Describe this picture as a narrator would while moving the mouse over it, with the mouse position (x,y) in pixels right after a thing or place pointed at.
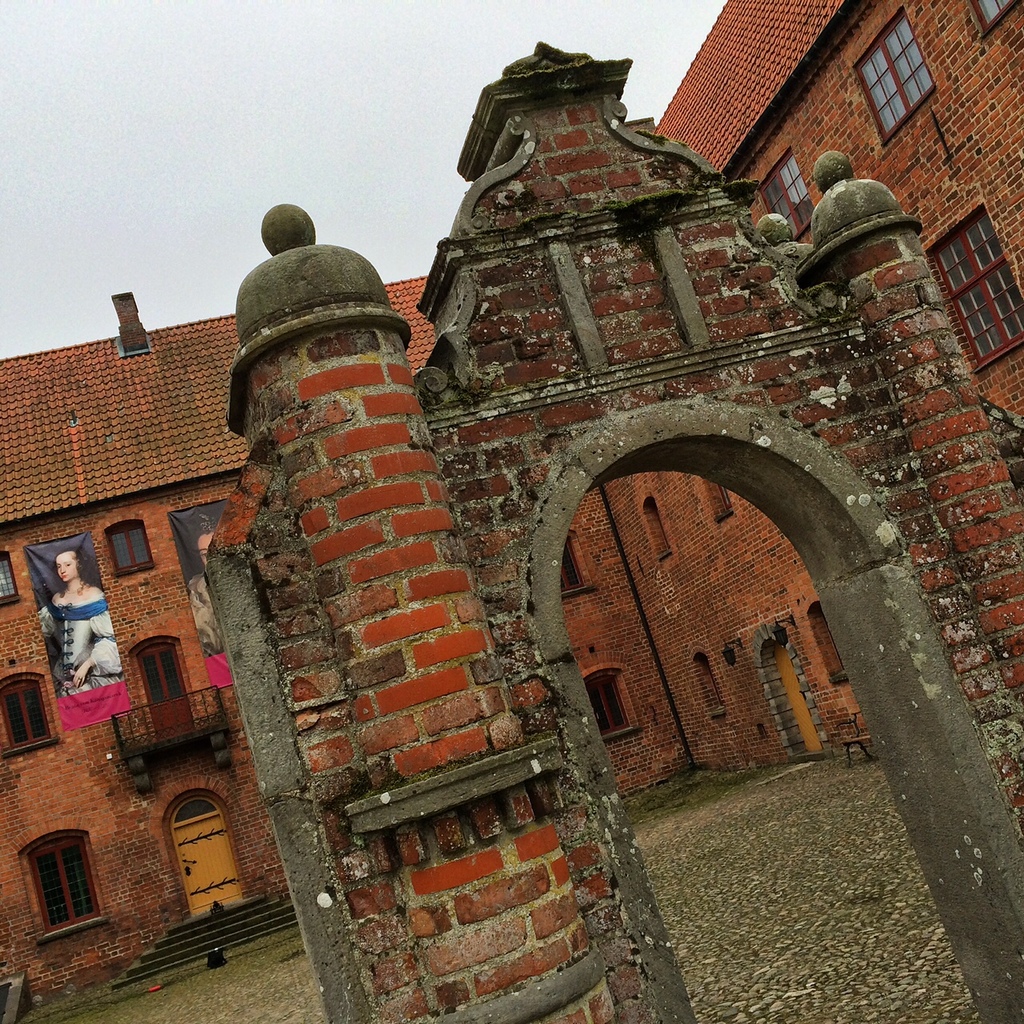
This picture consists of red color building (961,188) and top of building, on the left side (107,711) I can see a hoarding board (115,699) and I can see a woman image (83,569) on it, in the foreground (273,511) I can see a entrance wall (408,447), at the top (327,87) I can see the sky (497,35).
